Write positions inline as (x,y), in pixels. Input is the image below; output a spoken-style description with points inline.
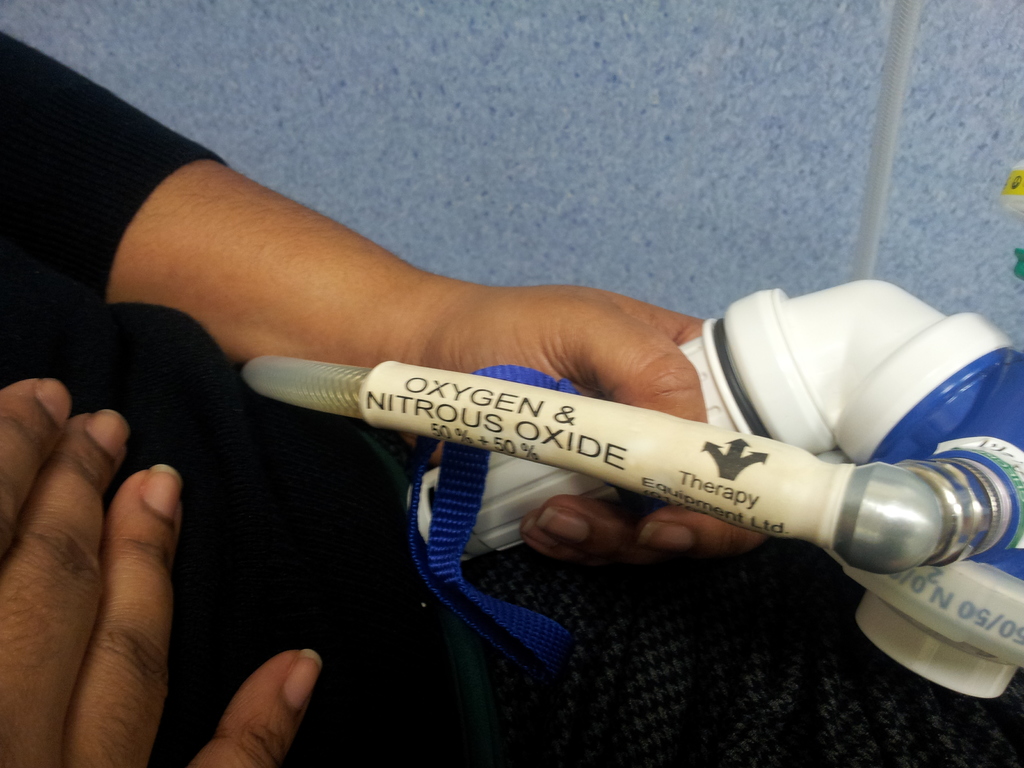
In this picture there is a lady (384,263) on the left side of the image (132,330), by holding an oxygen pipe (709,429) in her hand (609,396).
